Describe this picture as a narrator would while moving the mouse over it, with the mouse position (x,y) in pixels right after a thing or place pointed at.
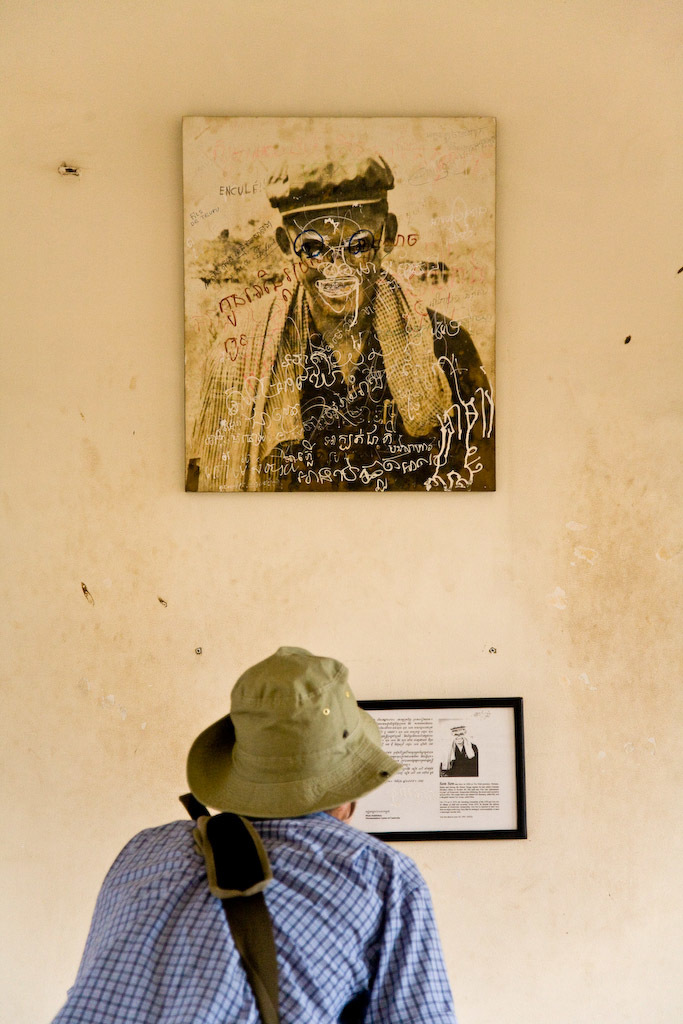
In this image we can see a person (263,801) wearing a hat (347,707), there are photo frames (384,378) on the wall (417,687), also we can see some text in the frames (413,226).
